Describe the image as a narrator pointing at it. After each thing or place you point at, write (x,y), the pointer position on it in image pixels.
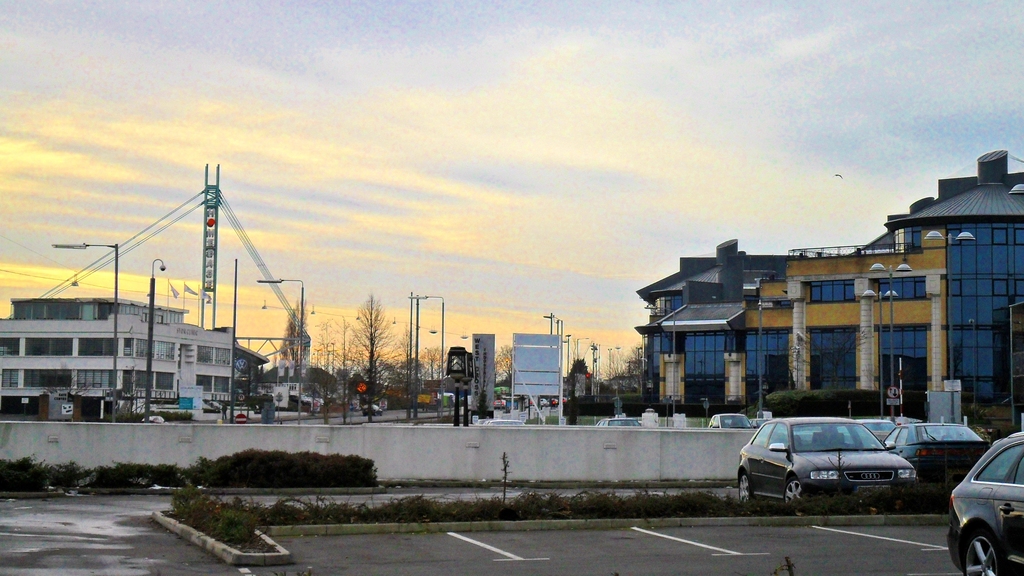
In this image I can see number of vehicles (994,546) on the right side (837,445). In the front (464,494) I can see bushes (341,484) and few white lines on the road (731,550). In the background (74,317) I can see few buildings (85,309), number of poles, street lights (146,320), few trees (355,376), few boards (519,350) and few wires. On the left side of this image (185,284) I can see few flags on the top of the building (174,342). I can also see clouds (451,208) and the sky (568,153) in the background (539,203).
